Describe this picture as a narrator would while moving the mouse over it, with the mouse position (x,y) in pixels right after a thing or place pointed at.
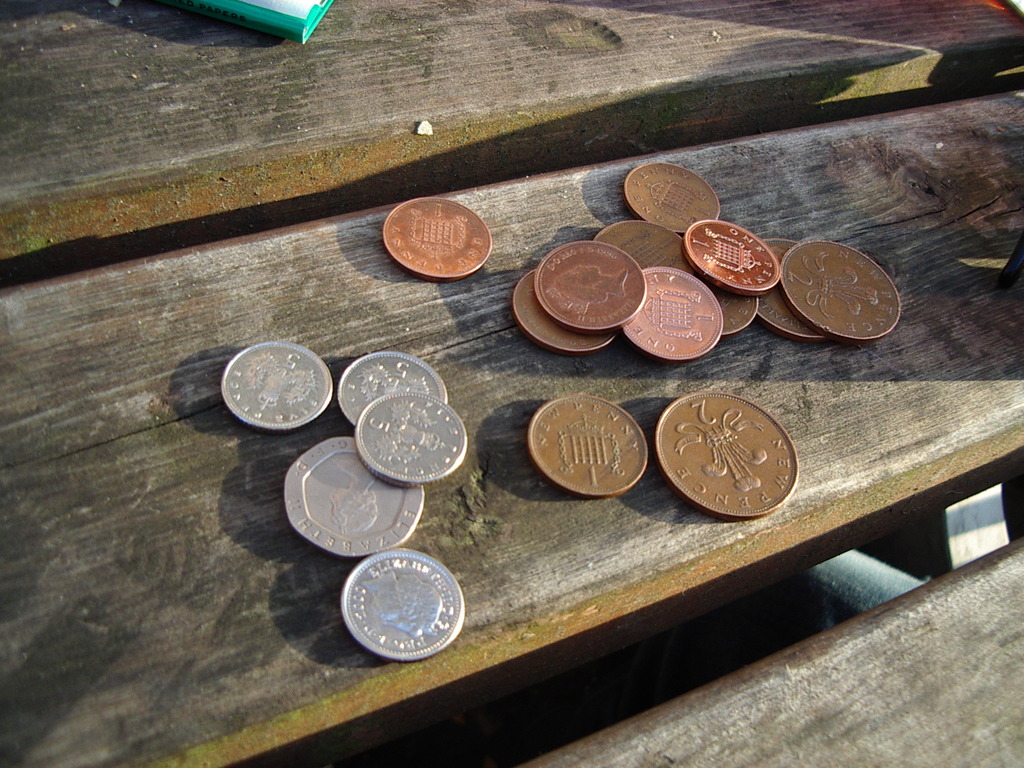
Here we can see silver and bronze coins (606,314) on a wooden platform (673,578) and at the top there is an object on the wooden platform (452,46).
